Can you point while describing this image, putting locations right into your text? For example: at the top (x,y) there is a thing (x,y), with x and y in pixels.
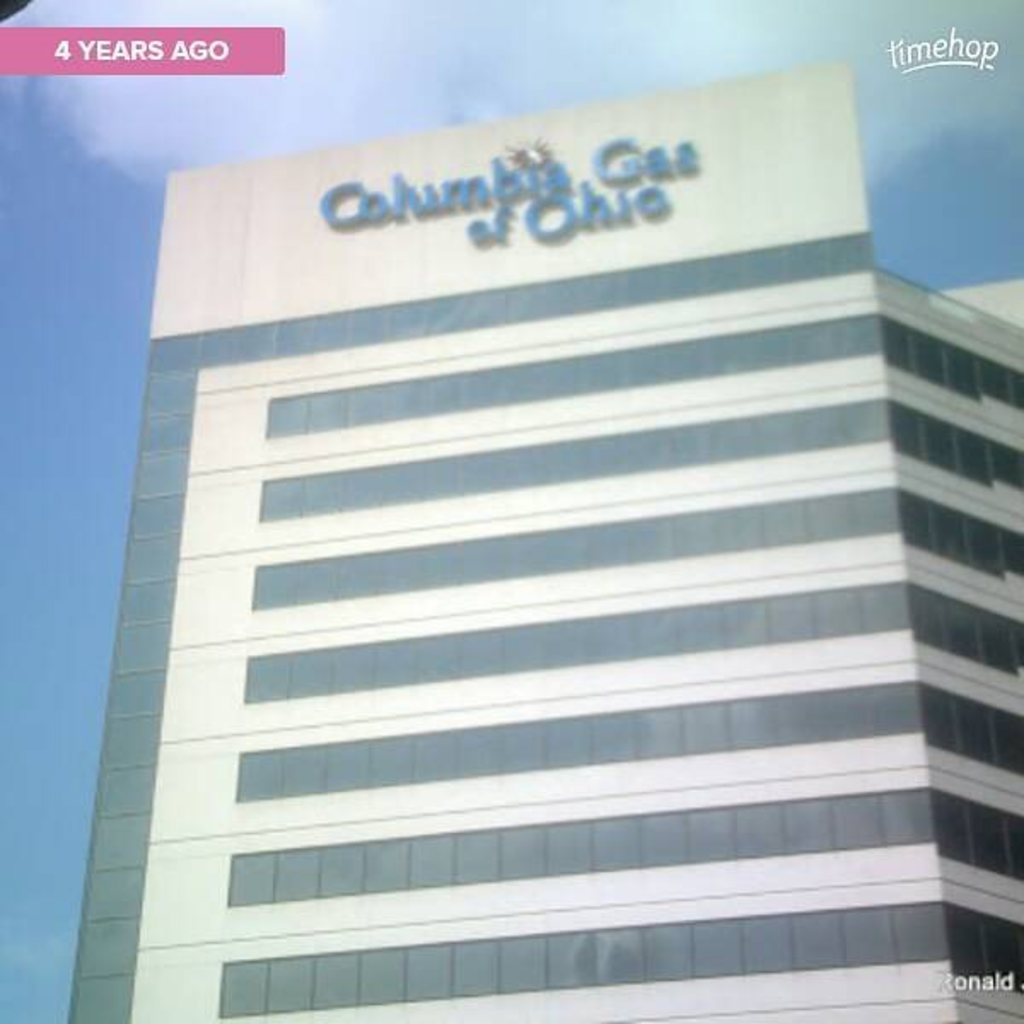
In this image I can see a building (510,657), text (687,167), board (645,161) and the sky (91,96). This image looks like an edited photo.
